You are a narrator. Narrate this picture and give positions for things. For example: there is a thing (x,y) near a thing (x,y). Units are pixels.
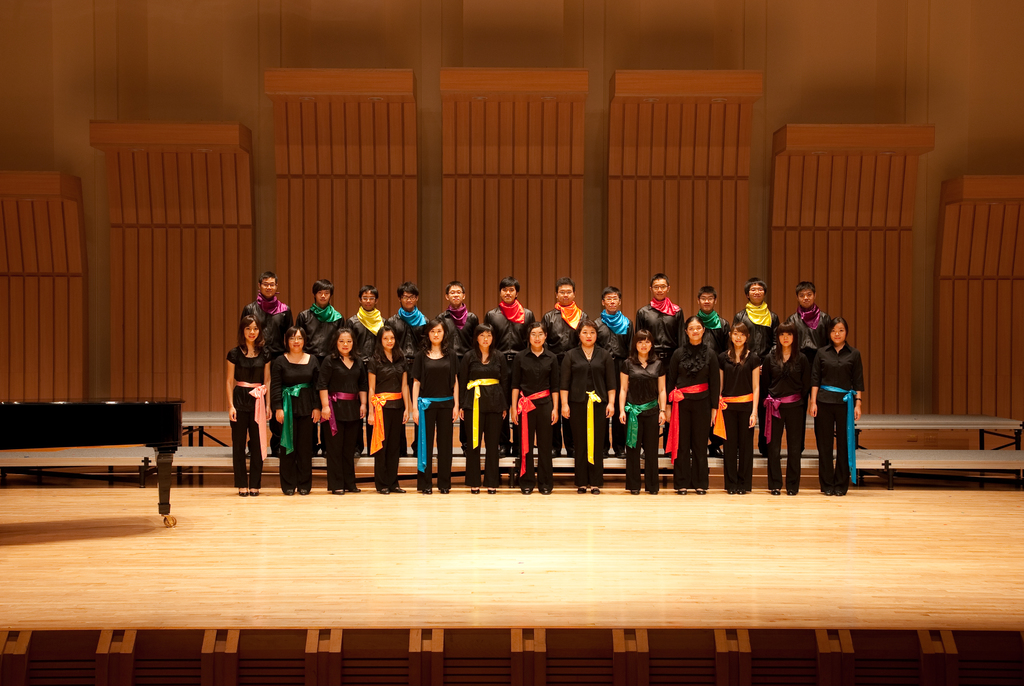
This picture is clicked inside. In the center (501,294) we can see the group of people (527,365) standing on the ground (820,544). On the left (127,399) there is a black color piano (179,404) placed on the ground (297,553). In the background (823,217) we can see the wooden objects (565,161) and the wall (761,28).
